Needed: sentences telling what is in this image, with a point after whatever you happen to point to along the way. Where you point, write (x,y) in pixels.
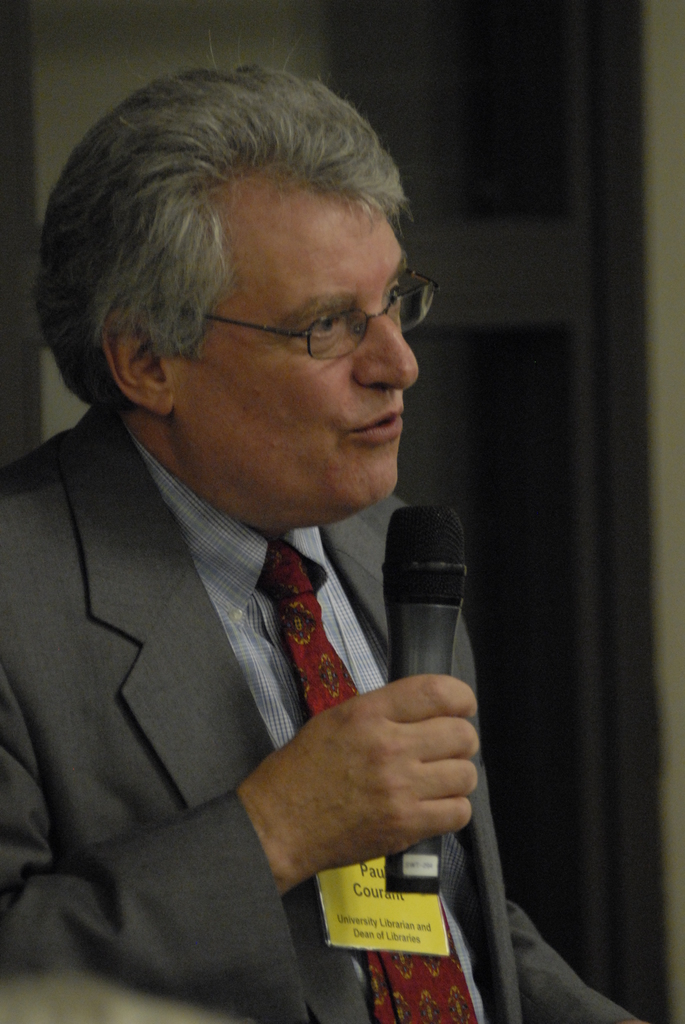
In this image I can see a person (451,729) holding the mic (446,674).
